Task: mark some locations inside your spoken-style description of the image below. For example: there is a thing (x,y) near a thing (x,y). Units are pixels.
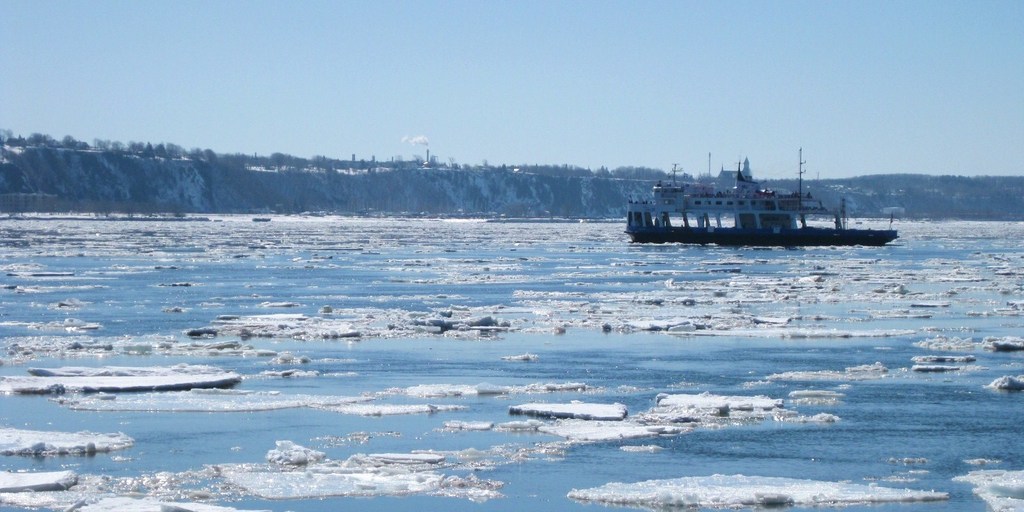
This is an outside view. On the right side (749,223) there is a boat (672,219) on the water (707,309). In the background (391,178) there are some trees (267,188). On the top of the image (594,48) I can see the sky (368,45).
